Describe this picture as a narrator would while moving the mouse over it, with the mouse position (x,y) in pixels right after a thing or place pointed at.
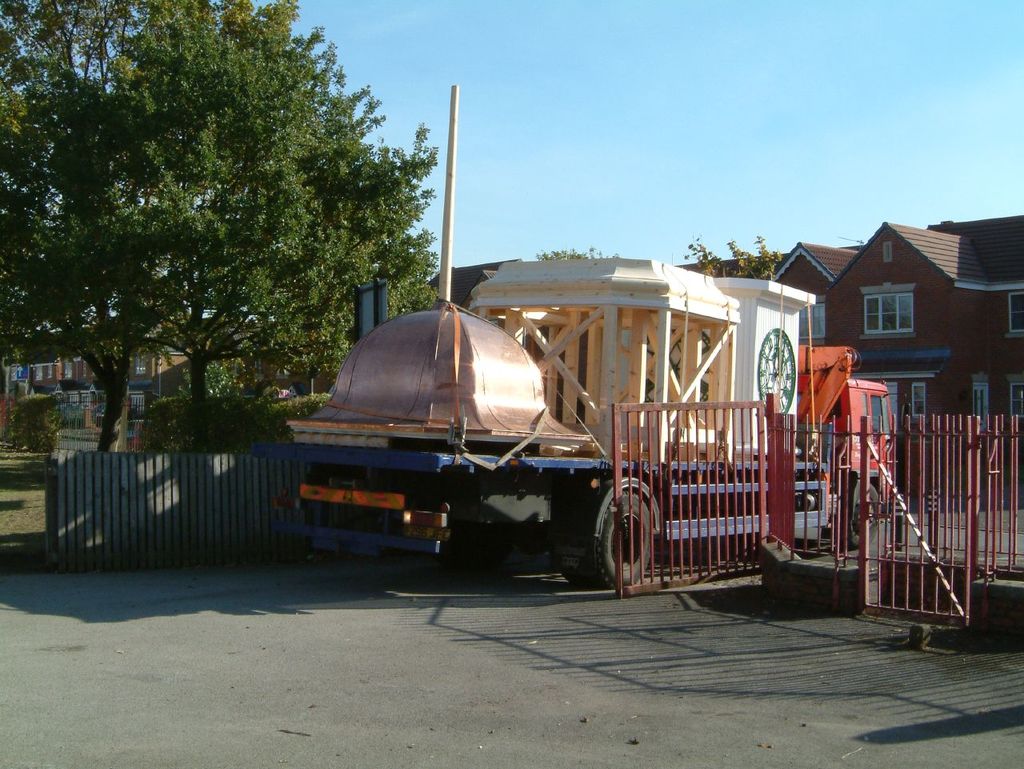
In the center of the image (533,360) there is a vehicle (580,492) on the road (508,615). On the right side of the image (878,434) we can see trees (758,260), buildings (851,310) and gate (839,455). On the left side of the image (120,420) buildings (75,388), fencing (159,492) and trees (186,272). In the background (569,160) there is sky (584,162).
